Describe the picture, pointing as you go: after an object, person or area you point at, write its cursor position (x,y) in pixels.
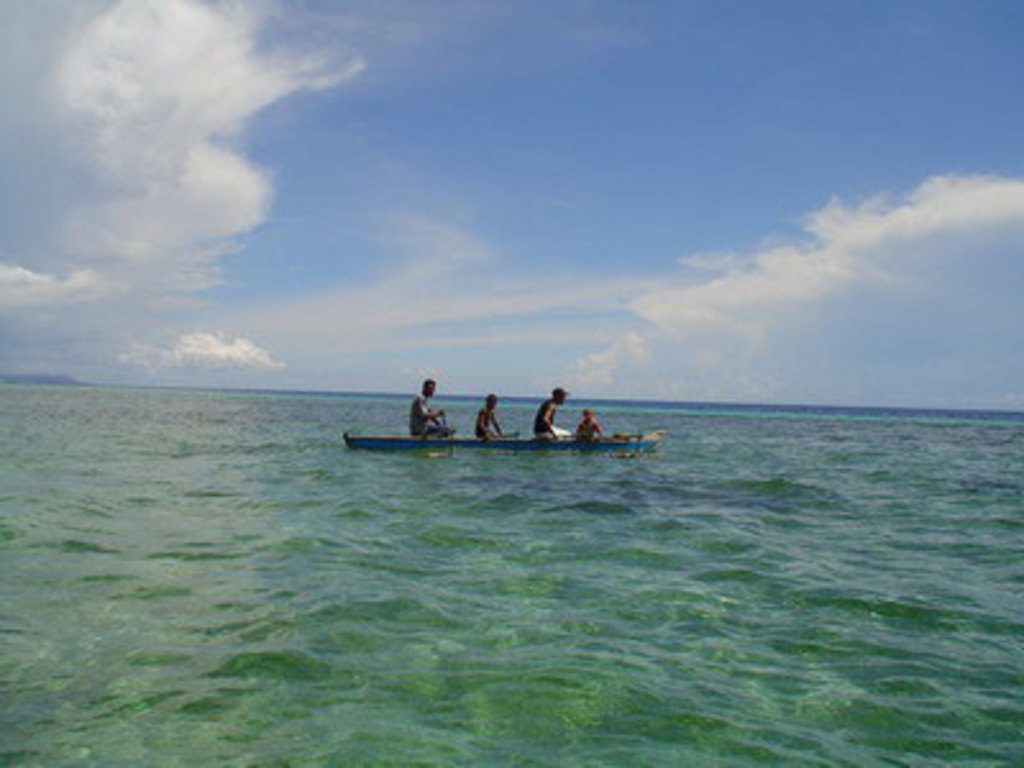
In this picture there are few persons (495,422) sitting in a boat (377,440) which is on the water (559,462).
